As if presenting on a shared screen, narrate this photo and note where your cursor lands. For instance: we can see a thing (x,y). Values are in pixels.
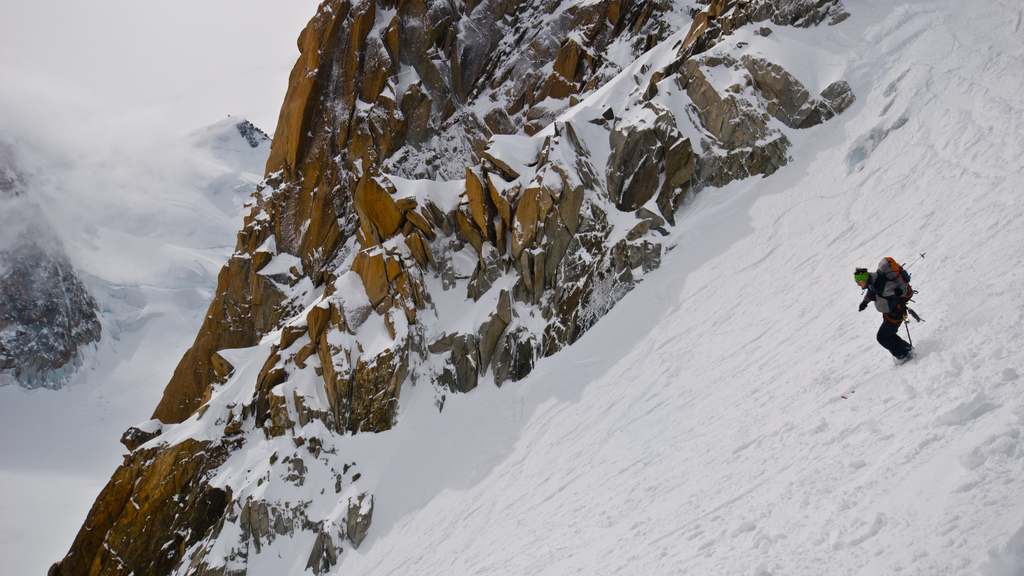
On the right side of the image (897,313) we can see one person (889,336) is skiing on the snow (893,363). And he is wearing a backpack (902,298) and a few other objects (888,298). In the background (761,264), we can see hills (387,122), snow (507,398) and a few other objects (453,348).
